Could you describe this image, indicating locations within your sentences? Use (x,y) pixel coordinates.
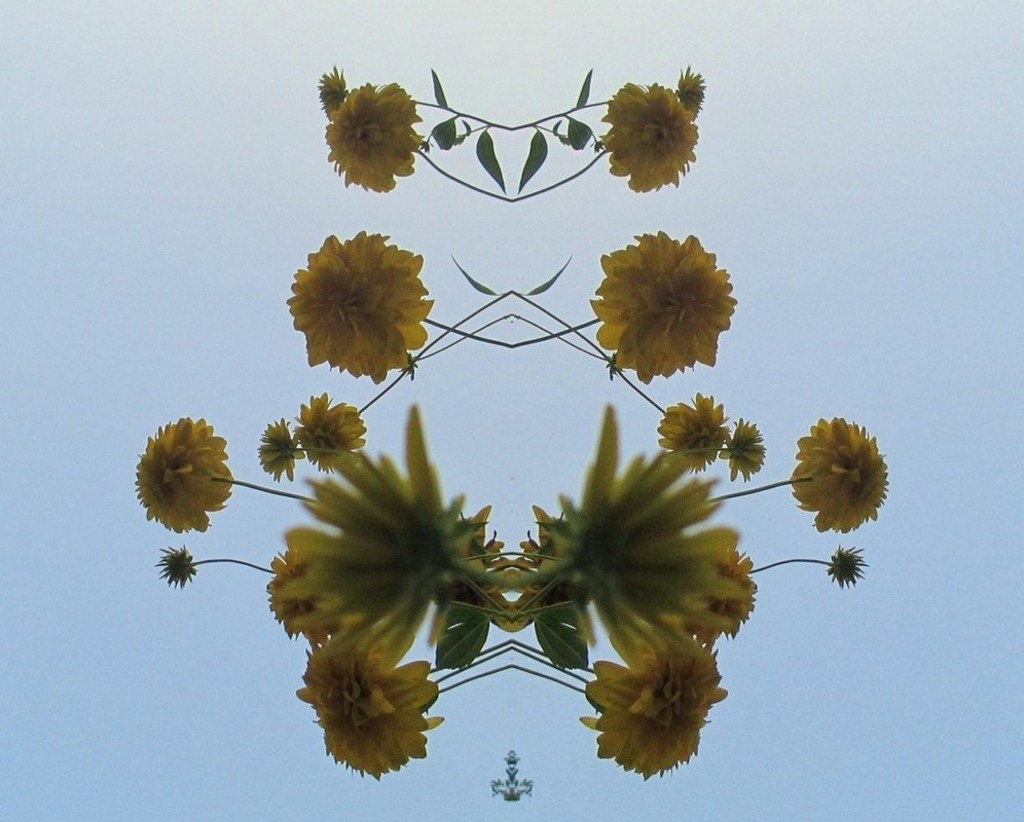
In this image there are flowers (425,533) and leaves (539,135), the background of the image (48,335) is blue in color.
